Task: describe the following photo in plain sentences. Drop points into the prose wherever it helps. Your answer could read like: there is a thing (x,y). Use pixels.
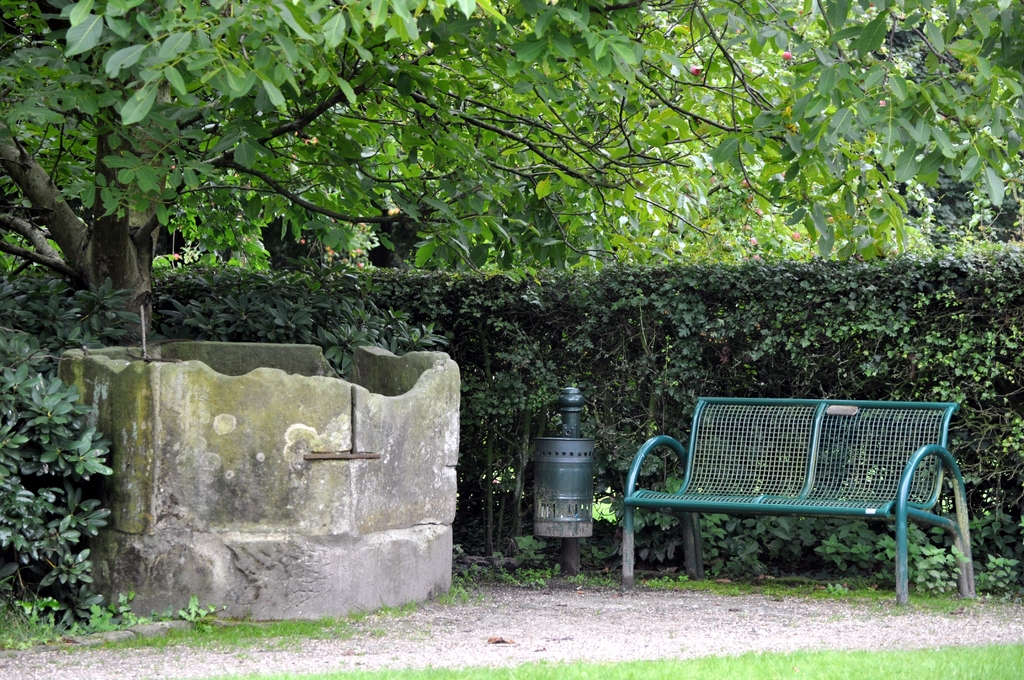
In the image on the right side (848,479) there is a bench (852,508). Beside the bench (759,464) there is a pole (564,556) with a dustbin (540,480). Beside the dustbin (553,502) there is a well (320,461). Behind those things (132,376) there are bushes (566,330) and also there are trees (498,136).
